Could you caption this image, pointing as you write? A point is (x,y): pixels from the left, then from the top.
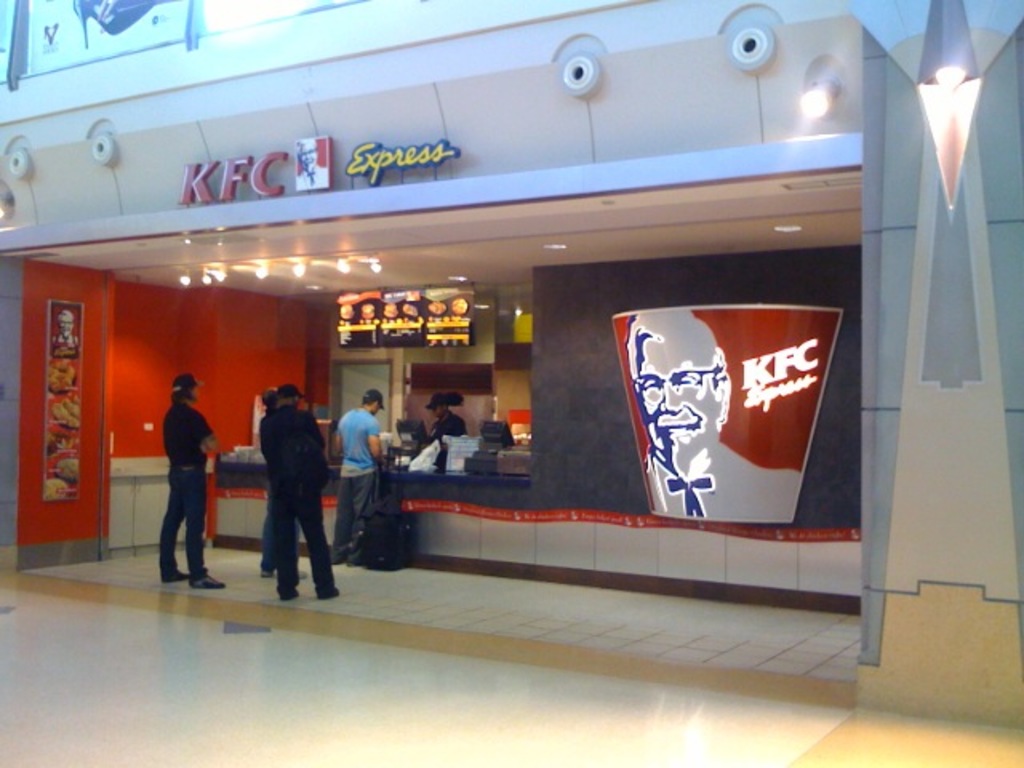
In this image I can see the group of people (318,492) with different color dresses (200,470). I can see these people (290,437) with the caps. In-front of these people (279,503) I can see the stall (269,352) and I can see the person (437,427) inside the stall (257,356). There are boards (358,312) attached to the stall (216,188). I can see some lights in the top (821,106).
